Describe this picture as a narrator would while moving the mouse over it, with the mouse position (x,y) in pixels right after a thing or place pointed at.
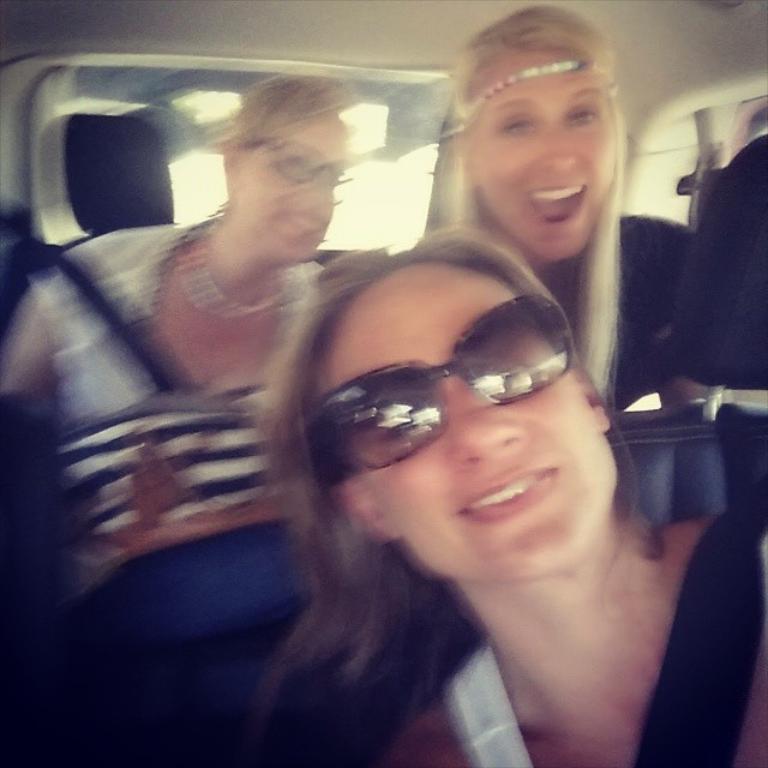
In this image we can see few people (312,399). We can see the inside of a vehicle (703,408).
